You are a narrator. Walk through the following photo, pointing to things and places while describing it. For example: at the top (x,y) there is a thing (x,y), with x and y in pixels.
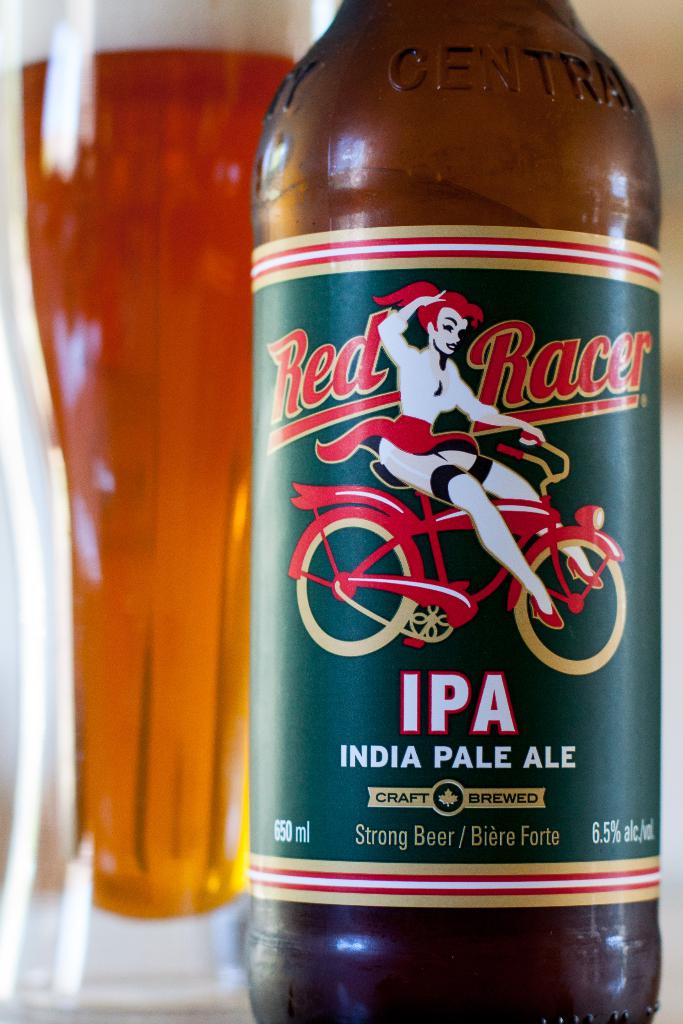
It is a zoomed in picture of a beer bottle (552,708) and also the glass (153,546) of alcohol (153,546).
